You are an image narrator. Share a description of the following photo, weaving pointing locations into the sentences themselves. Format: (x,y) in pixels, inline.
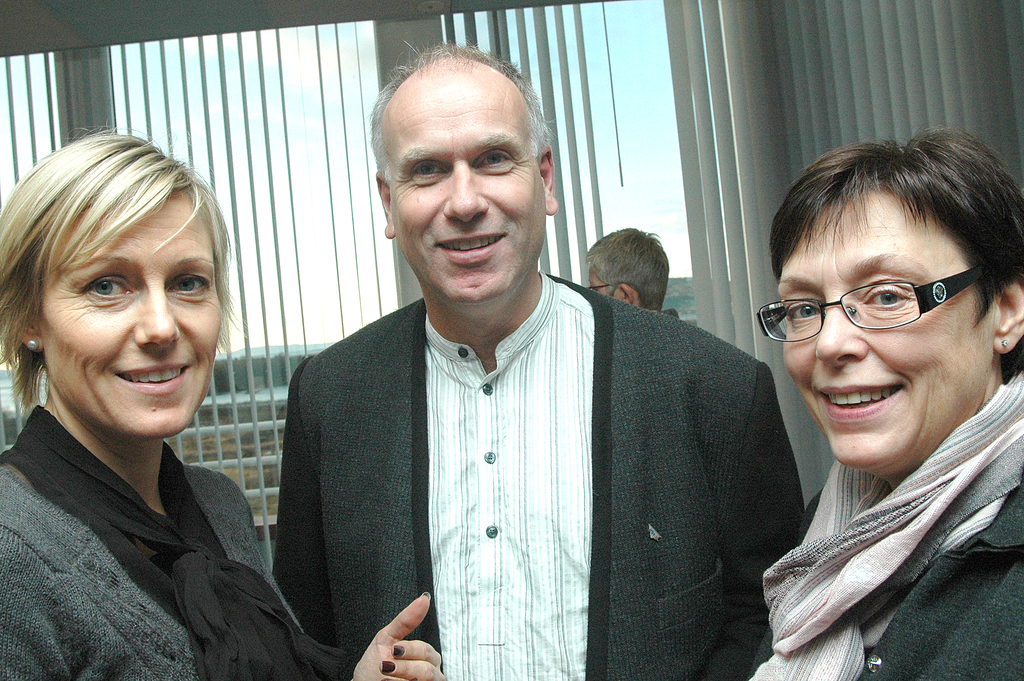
In this picture we can see 3 people (170,454) standing here. They are looking and smiling at someone.
